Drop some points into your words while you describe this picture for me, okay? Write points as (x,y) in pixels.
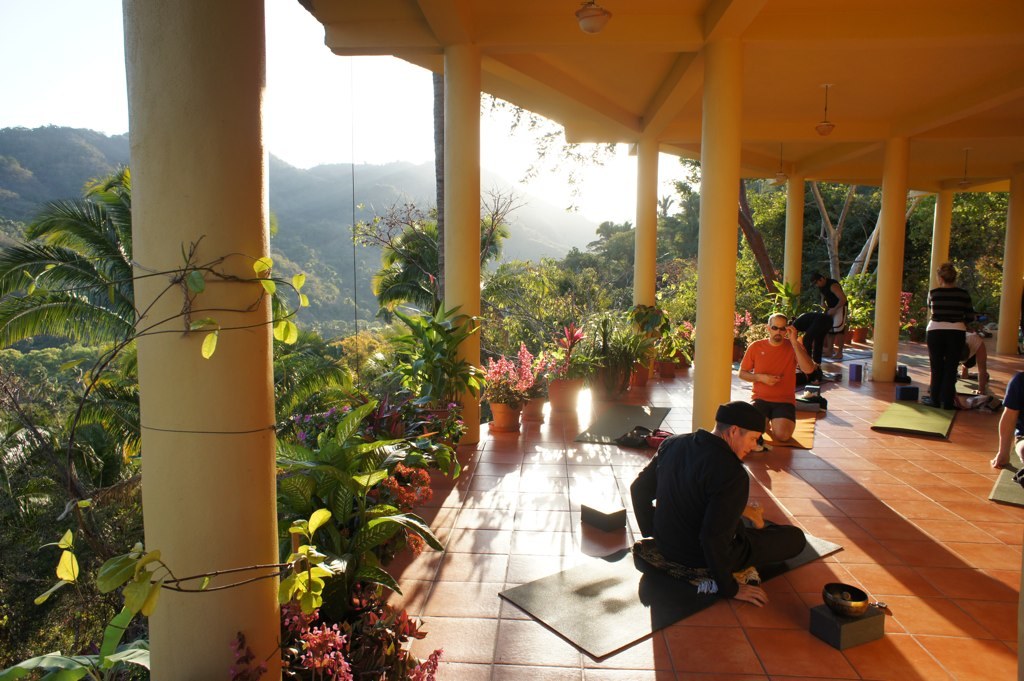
In this picture I can see group of people (736,419), there are mats (571,611) and some other objects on the floor (785,669), there are lights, there is a shelter (636,13) with pillars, there are plants (399,394), flowers (512,364), trees (29,484), there are hills (335,277), and in the background (374,116) there is the sky (393,101).
